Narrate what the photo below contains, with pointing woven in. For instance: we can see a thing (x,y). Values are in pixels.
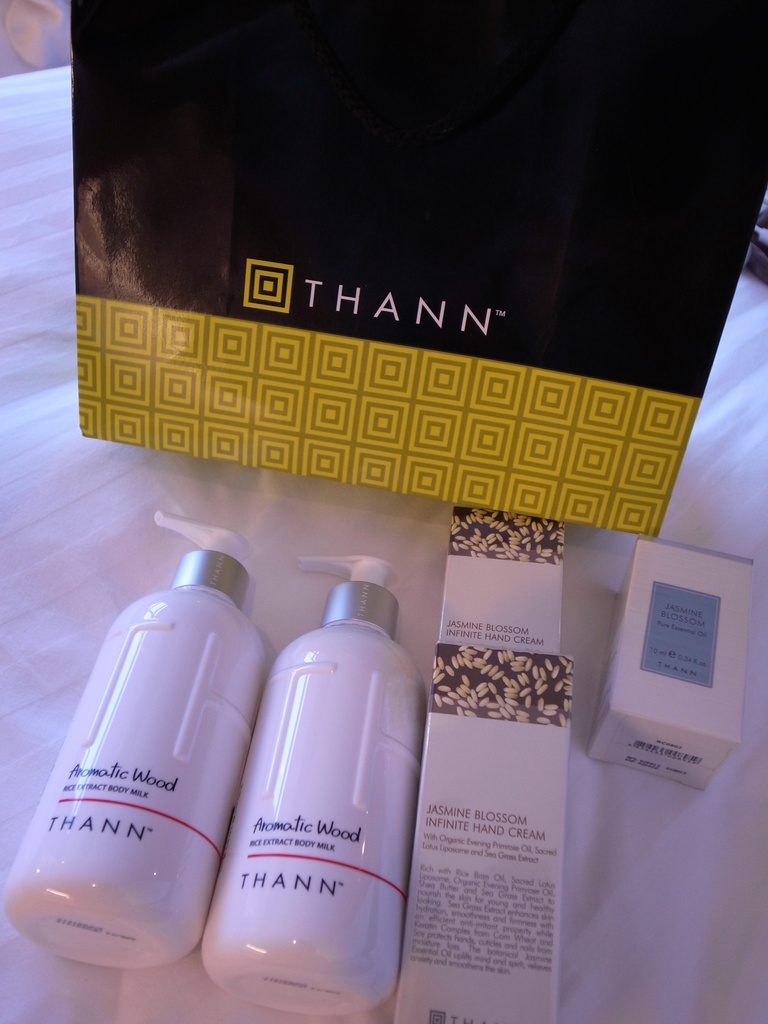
In this image i can see two bottles (391,730) and a cover (610,371) on the bed (60,669).
